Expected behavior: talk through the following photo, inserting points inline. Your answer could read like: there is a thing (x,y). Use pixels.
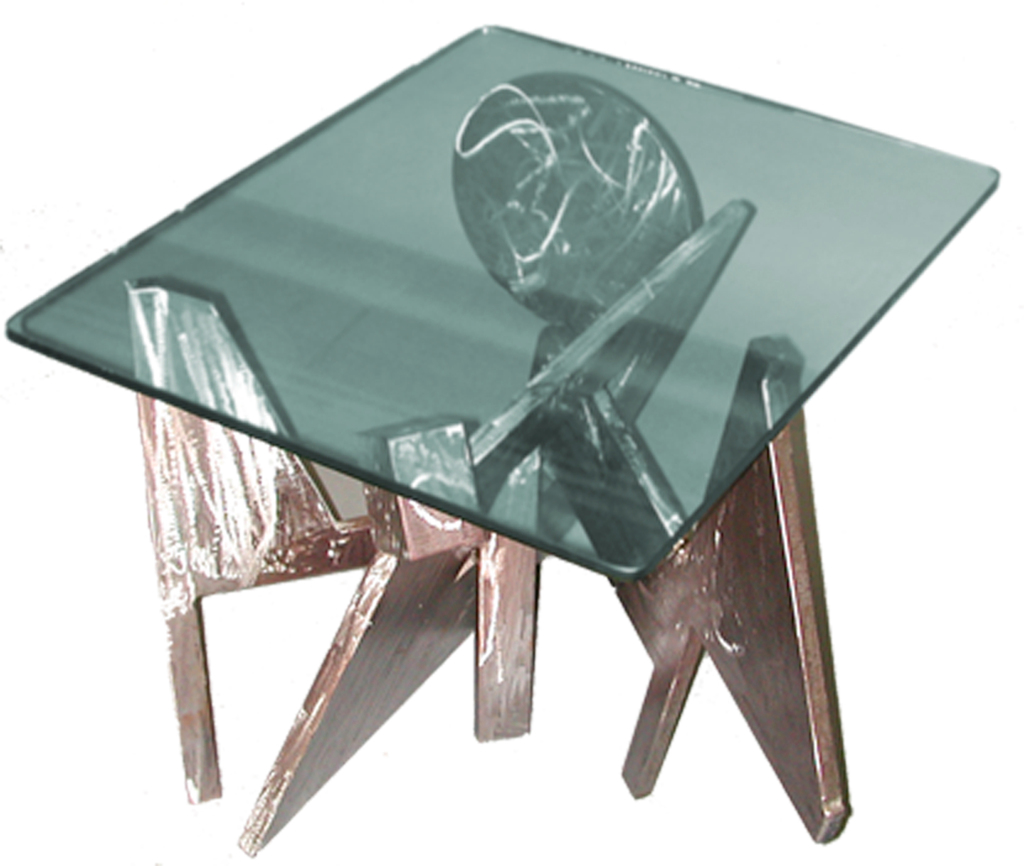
In this picture there is a glass table (767,453) in the center of the image (389,294).
